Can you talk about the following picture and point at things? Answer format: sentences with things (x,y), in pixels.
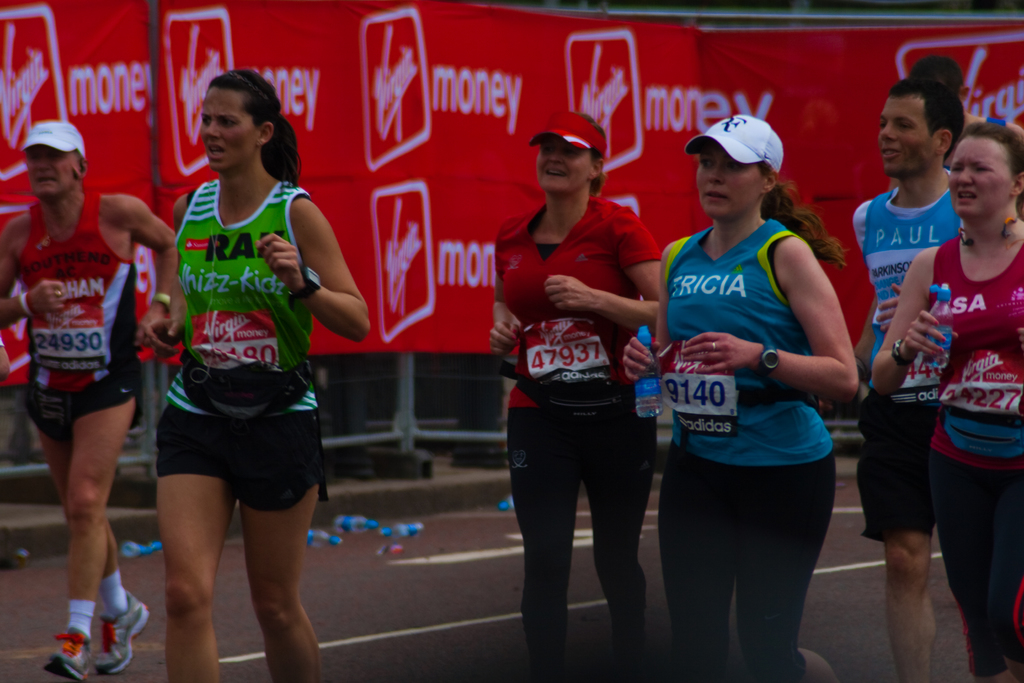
This picture is clicked outside. In the foreground (925,288) we can see the group of persons (559,308) wearing t-shirts (974,317) and running on the ground (436,540). On the right (832,298) we can see the two persons (851,391) wearing t-shirts (808,416), holding bottles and running on the ground (393,567). In the background (481,67) we can see the red color banners (206,60) on which we can see the text (464,102) and some pictures (424,234) and we can see the metal rods (411,429) and there are some objects (353,520) lying on the ground (400,562).
